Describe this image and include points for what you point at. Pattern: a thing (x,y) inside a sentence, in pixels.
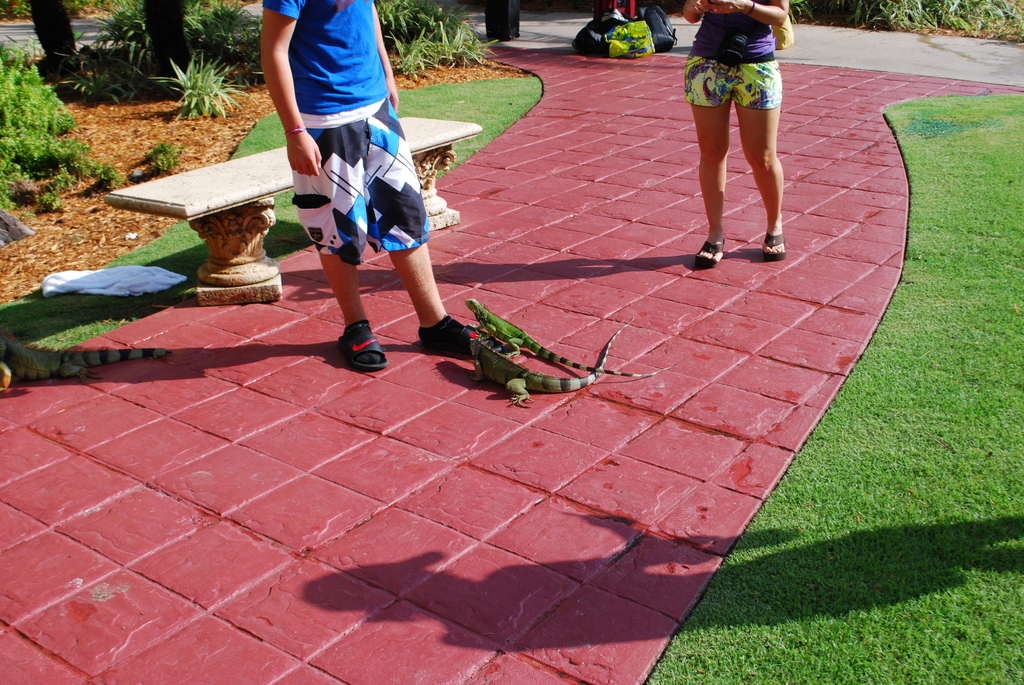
In this image, we can see two persons (390,155) whose faces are not visible standing and wearing clothes (391,225). There are lizards (513,339) on the floor (531,291). There are some plants (42,111) and bench (239,162) in the top left of the image (202,206).
